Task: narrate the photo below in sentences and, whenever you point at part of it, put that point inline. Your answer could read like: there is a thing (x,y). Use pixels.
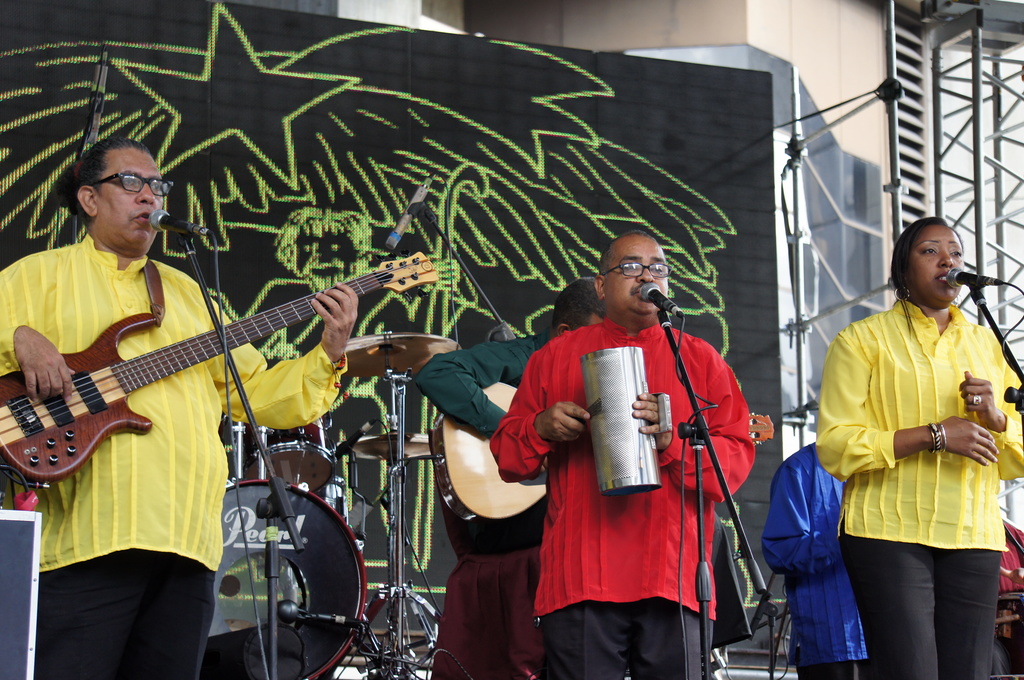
In this image there are musicians (178,432) performing and there are musical instruments (299,500). In the background (556,158) there is a board (616,149) with some drawing (574,196), there are stands (954,174) and there is a wall (803,25).
